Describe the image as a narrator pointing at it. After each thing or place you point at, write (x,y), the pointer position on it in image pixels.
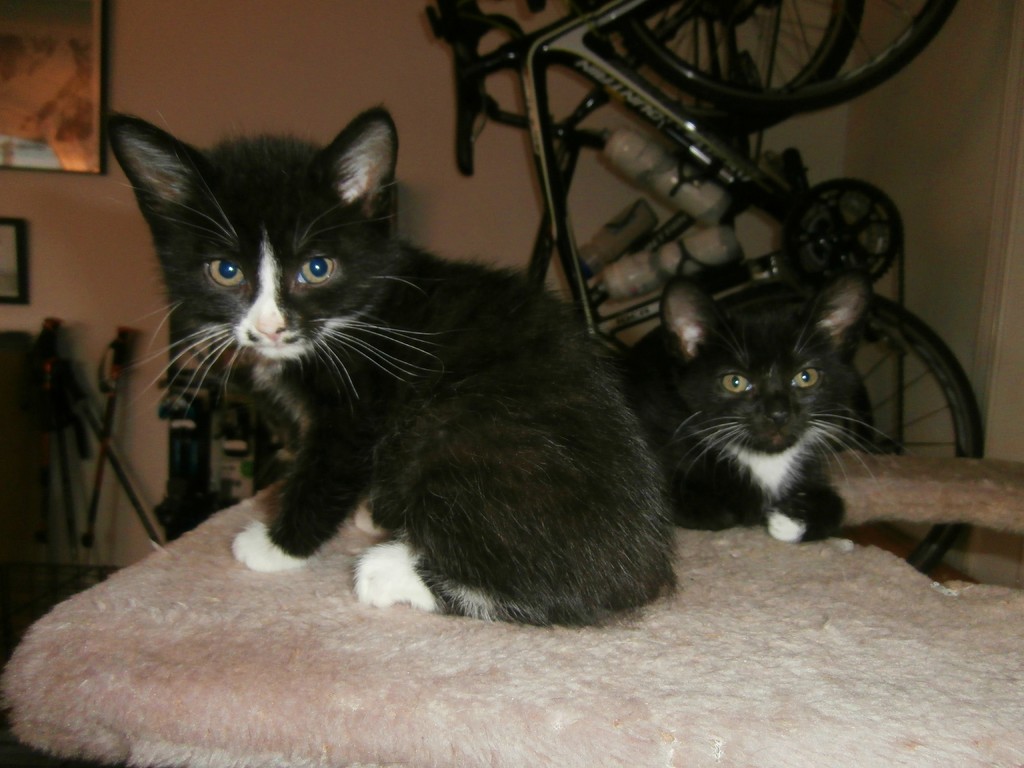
In this image we can see some cats (282,536) on a blanket (500,747). We can also see the bicycles (586,311), sticks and some objects (173,478) placed aside. We can also see some frames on a wall (67,175).
